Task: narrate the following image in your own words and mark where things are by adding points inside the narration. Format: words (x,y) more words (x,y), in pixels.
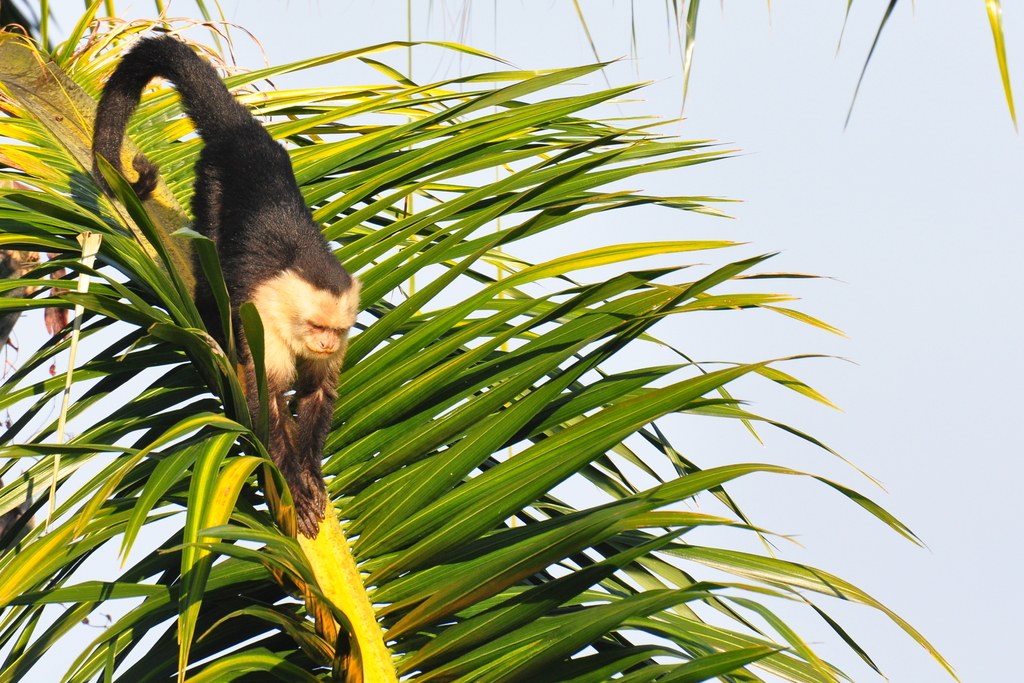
In this image there is a tree (459,341) truncated towards the bottom of the image (507,491), there is an animal (219,216) on the tree (370,251), there are leaves (219,10) truncated towards the top of the image (206,13), at the background of the image (857,173) there is the sky (781,212).
